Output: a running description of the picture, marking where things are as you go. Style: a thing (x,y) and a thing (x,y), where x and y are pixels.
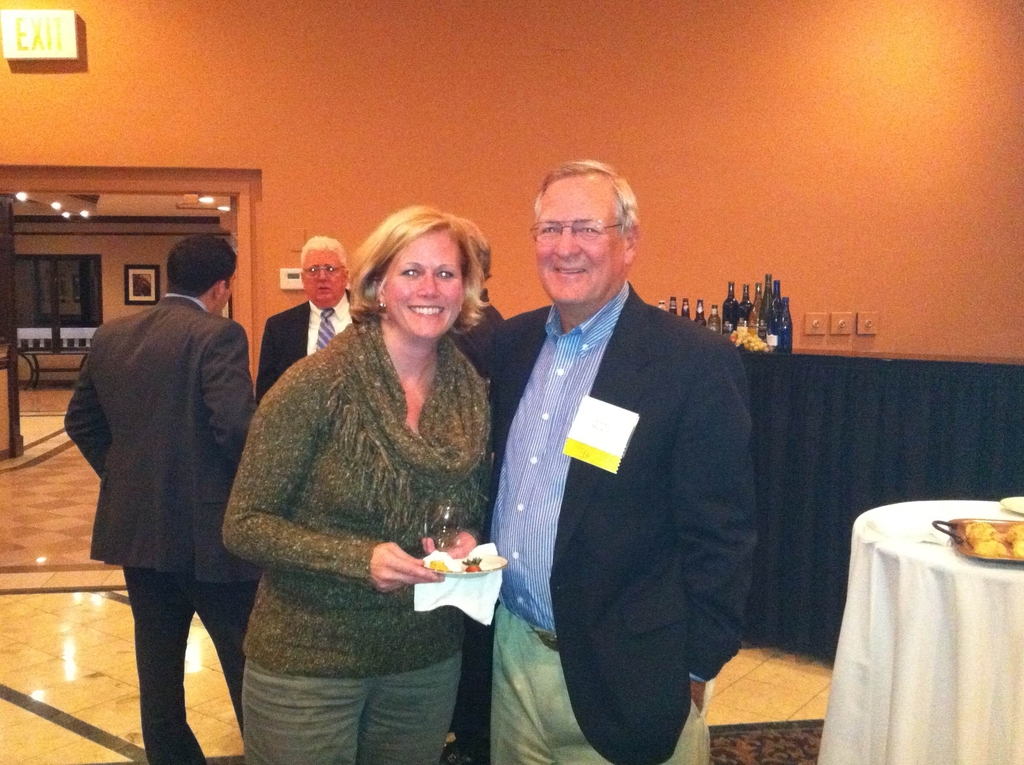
In this image we can see some group of persons (322,430) standing, in the foreground of the image (432,470) there is a couple (469,432), male (638,434) wearing suit (648,480) and female (314,474) wearing green color dress (369,568) and also holding some glass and some food item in her hands (392,579), on right side of the image (872,592) we can see some thing (960,537) on table (979,506) and in the background of image (732,304) there are some bottles (731,328) on table (865,358), there is a wall (695,301), door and some paintings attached to the wall (78,249).
